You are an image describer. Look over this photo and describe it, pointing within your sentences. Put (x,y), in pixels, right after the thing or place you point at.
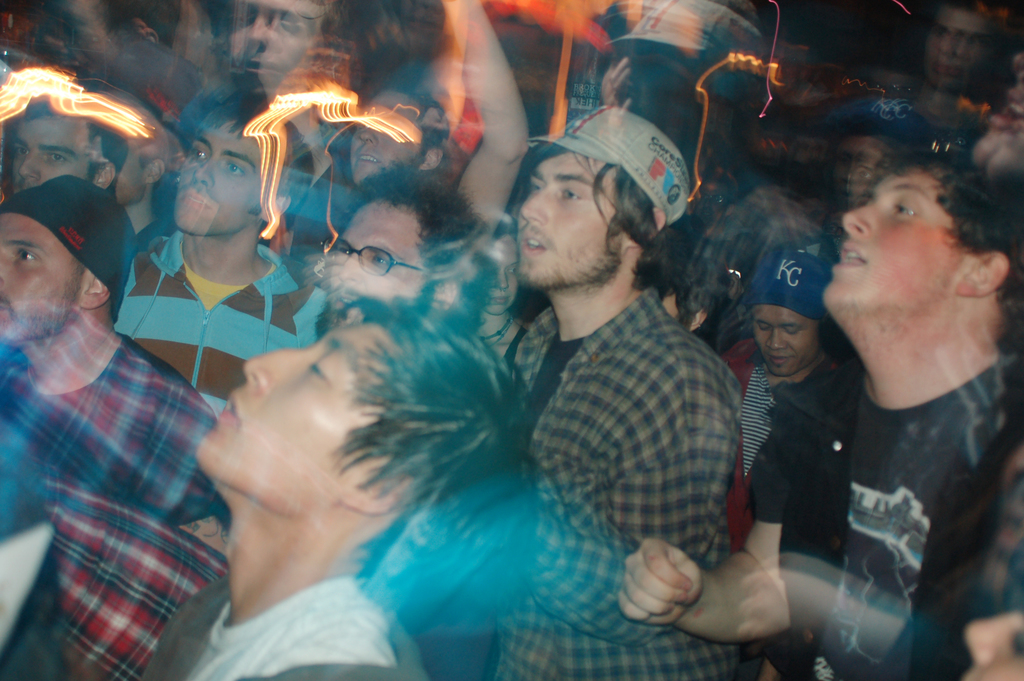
This is the image of a group of people (476,241), they look like lights (5,89) on the left corner (272,150).
